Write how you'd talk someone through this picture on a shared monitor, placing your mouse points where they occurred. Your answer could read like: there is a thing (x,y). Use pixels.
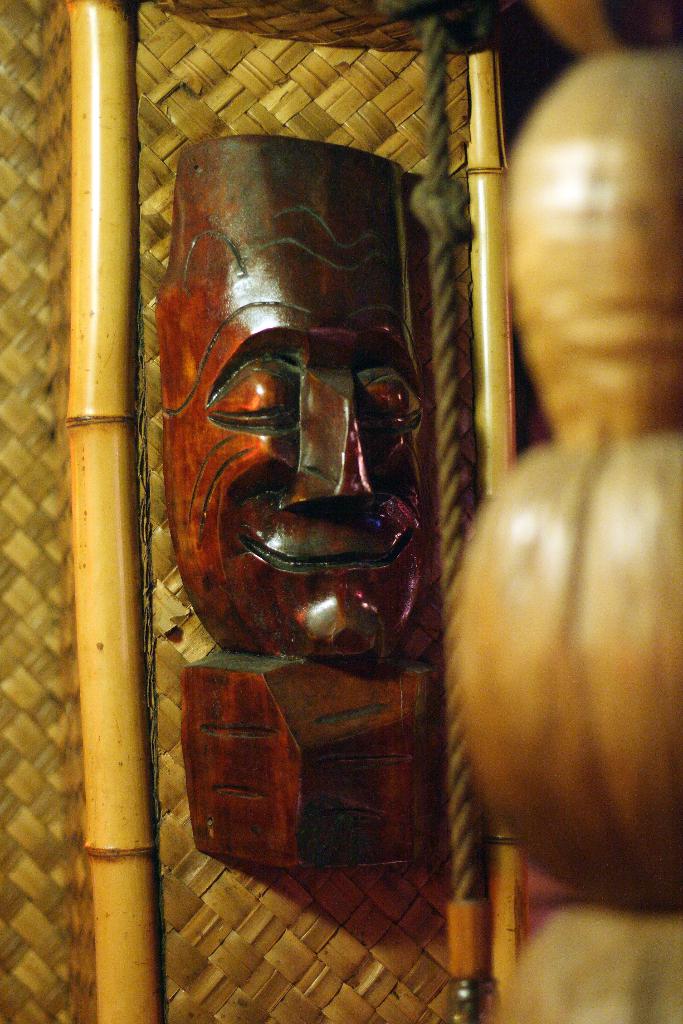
In the middle of the image (312,400) there is a mask (343,307) which is made up of wood (329,492) and it is attached a wooden mat (243,95) and there are two sticks (472,250). On the right side (567,503) there are few objects (608,847).
